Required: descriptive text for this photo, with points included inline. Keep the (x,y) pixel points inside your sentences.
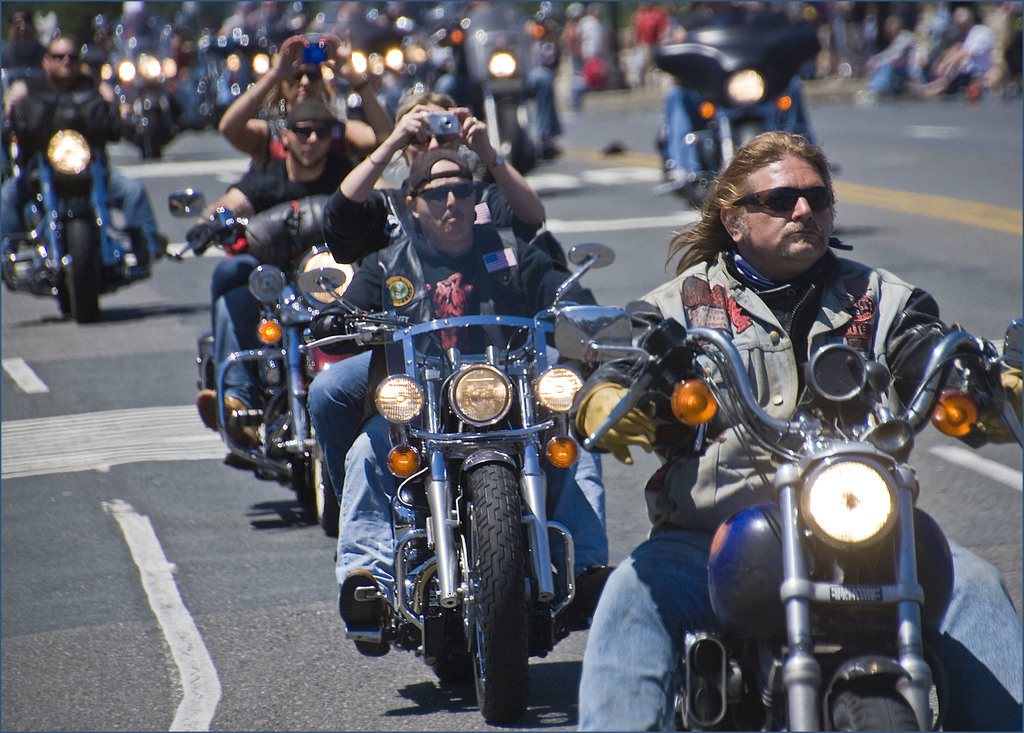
A group of men (786,162) are riding motorcycles (95,191) on a road (163,527).
